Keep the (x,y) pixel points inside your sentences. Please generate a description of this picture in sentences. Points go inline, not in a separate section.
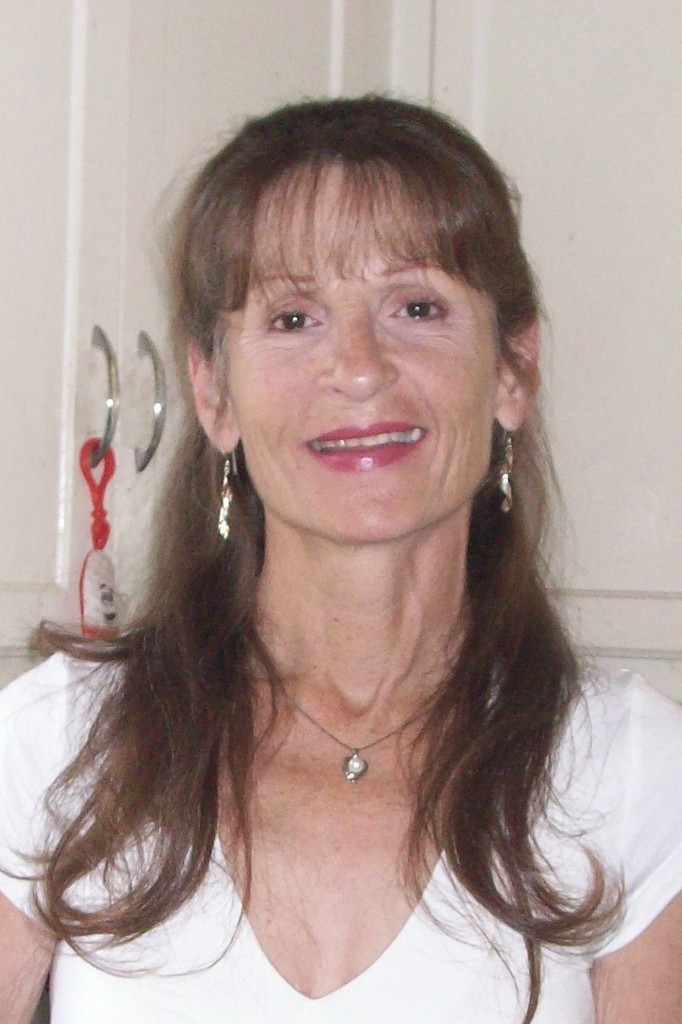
In this picture I can see a woman (398,507) is wearing a white color dress (409,911), earrings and a necklace (354,751). The woman (363,574) is smiling. In the background (140,232), I can see a door (140,232) and some objects (103,527) attached to the door (125,492).
